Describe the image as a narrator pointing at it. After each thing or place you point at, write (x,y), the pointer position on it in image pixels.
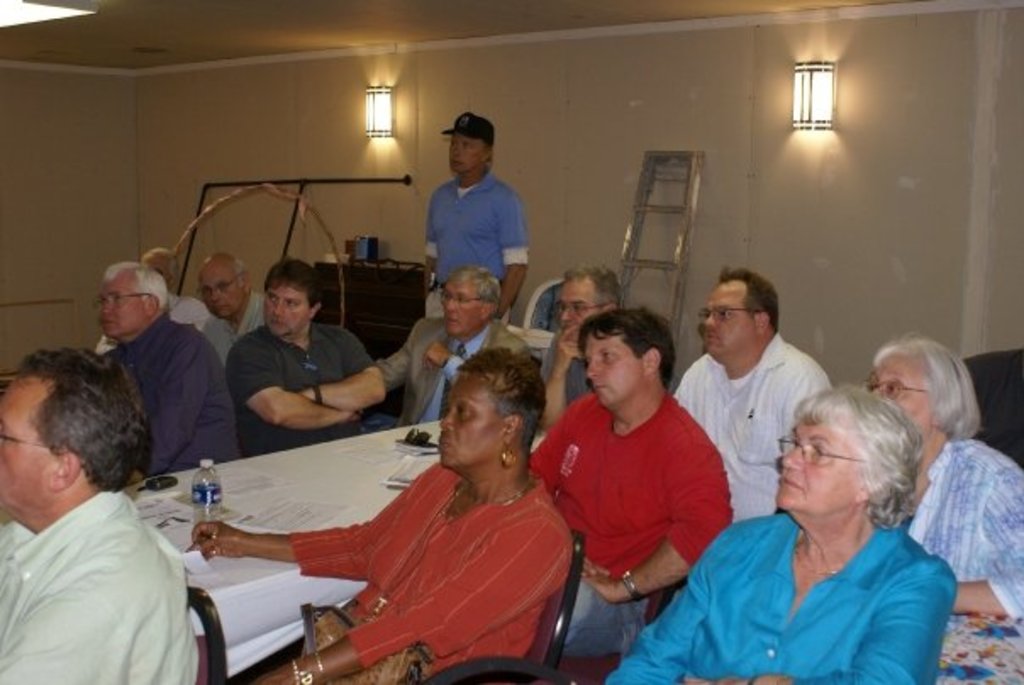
In this image we can see many people (666,495) sitting on chairs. Some are wearing specs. Also there is a table (313,480). On the table (221,475) there is bottle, paper (150,517) and some other items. Also there is a person (437,204) standing and he is wearing a cap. In the back (583,91) there is a wall (310,115) with lights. Also there is a ladder (696,182) and few other objects (405,265).
